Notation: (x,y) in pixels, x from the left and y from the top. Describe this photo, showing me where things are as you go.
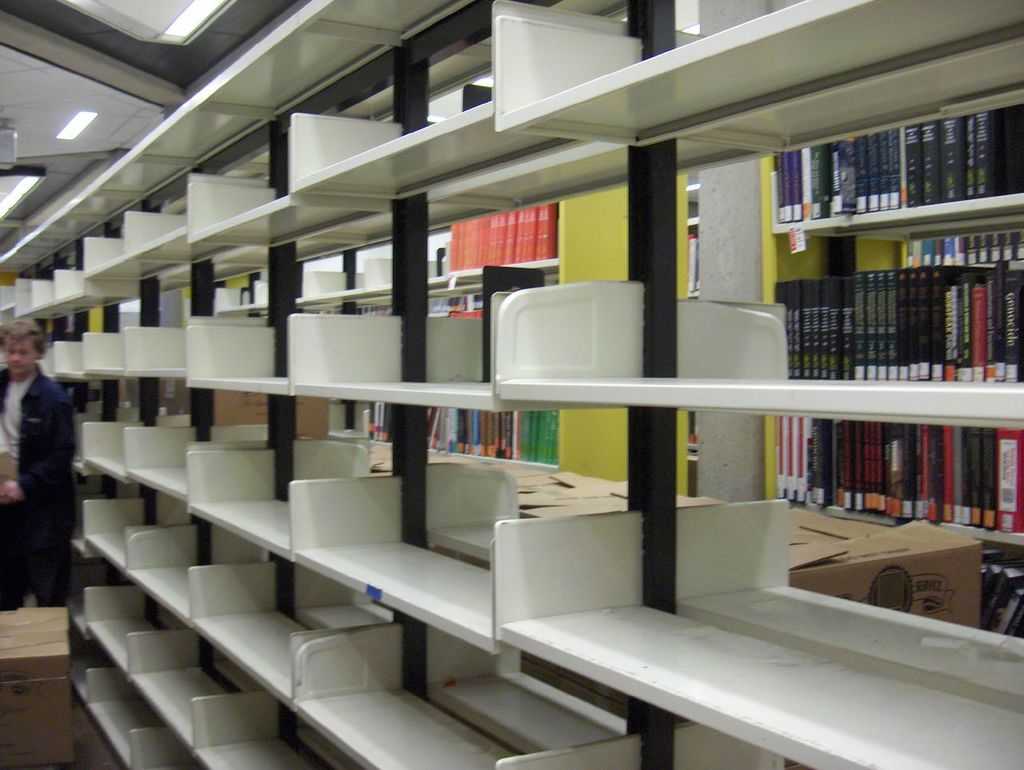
In this picture I can see the shelf (426,533). On the left (33,456) there is a man (35,430) who is standing near to the box (0,638). On the right (997,338) I can see many books (696,239) which are kept in the metal shelf (1016,229). Beside that I can see the cardboard boxes (924,581). In the top left corner (205,4) I can see the tube lights (181,21) which are placed on the roof (103,126).
